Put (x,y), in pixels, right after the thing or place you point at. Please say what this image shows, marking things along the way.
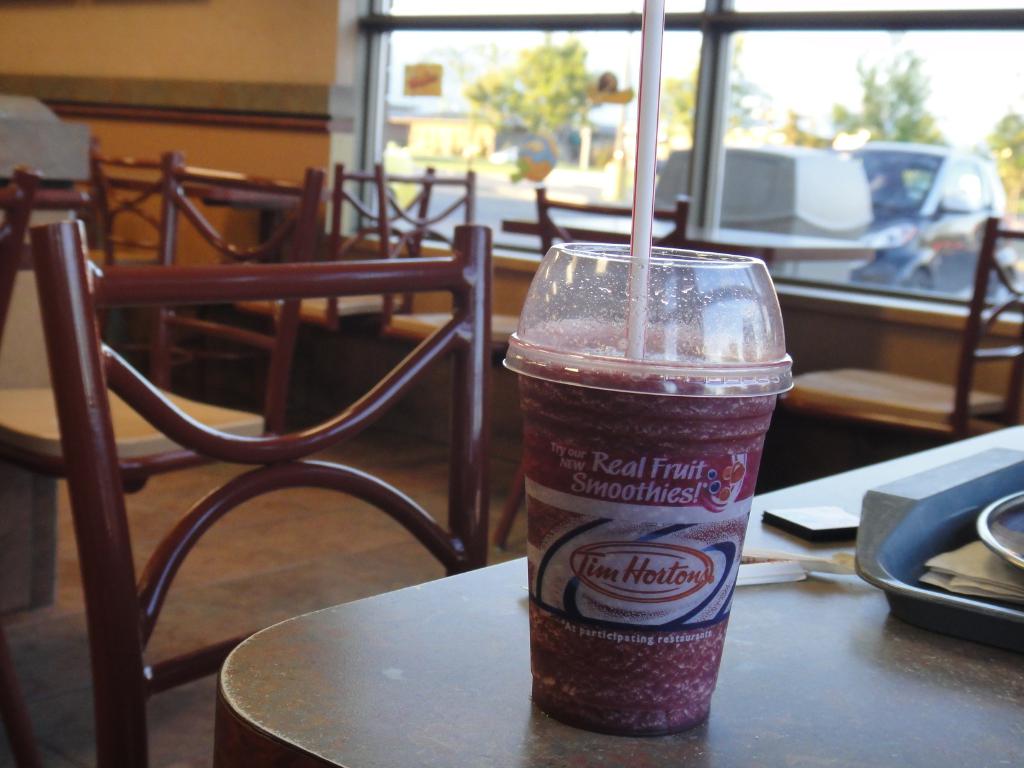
On a table (424,736) there is a glass (718,433) with straw (643,220) and tray (913,558). Here we can see many number of chairs (218,239). Outside of this window (577,156) there are vehicles (855,202) and trees (556,101).
